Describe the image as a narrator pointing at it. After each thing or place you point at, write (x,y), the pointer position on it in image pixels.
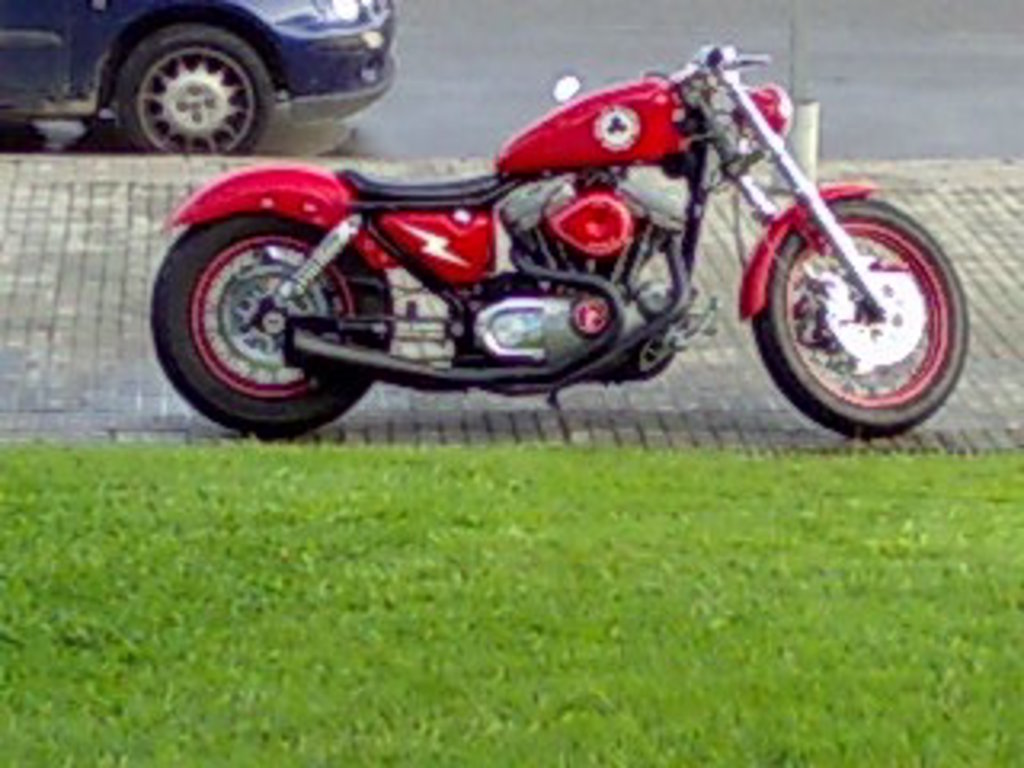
In this image we can see motor vehicles (390,298) on the floor (225,157) and road (407,124). In the foreground (327,444) there is grass (873,496).
